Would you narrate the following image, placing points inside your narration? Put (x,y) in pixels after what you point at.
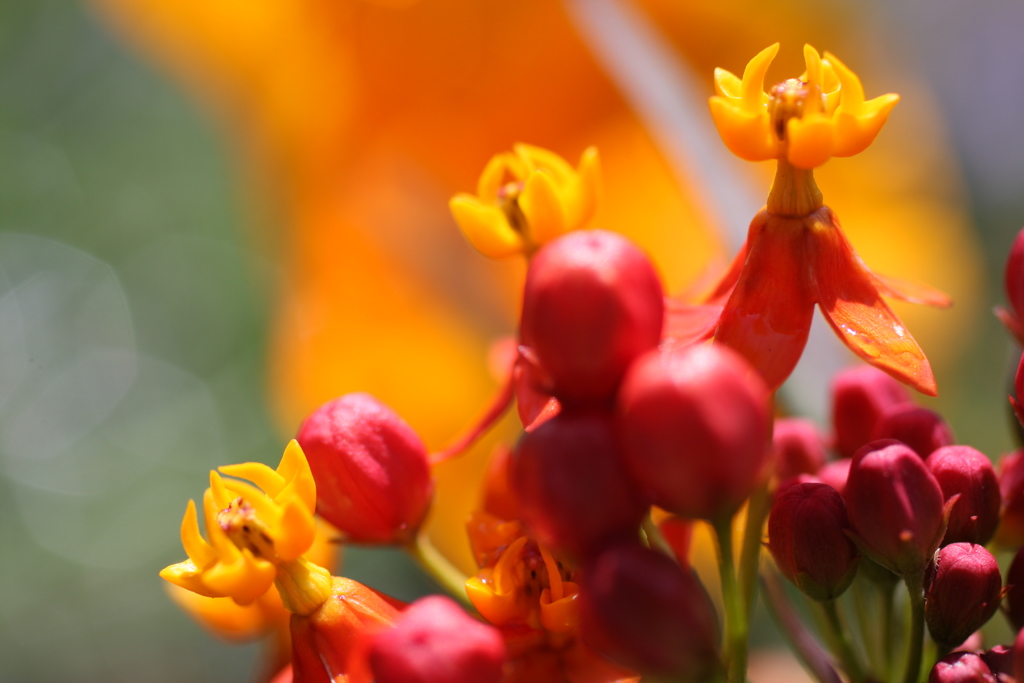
To the right side of the foreground (819,120) there are flowers (824,135) and buds (733,469) of a plant (561,375). In the background (304,159) there is green and orange colored blur image.
